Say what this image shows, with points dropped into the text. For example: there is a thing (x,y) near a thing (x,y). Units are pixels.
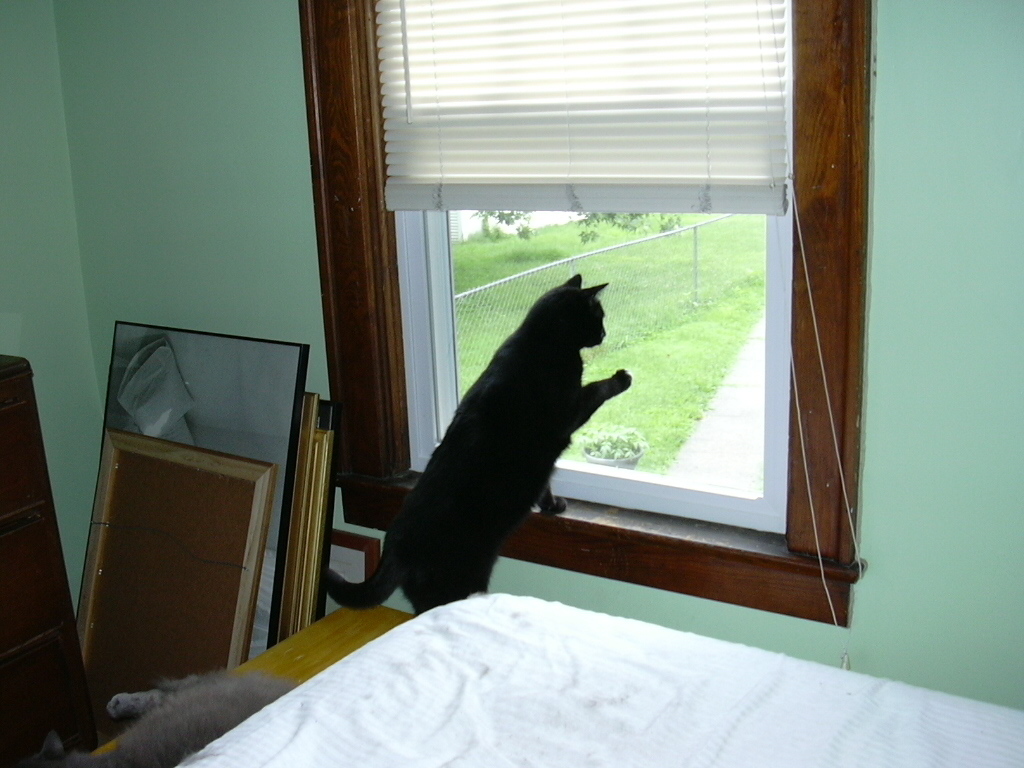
This is a picture of the inside of the house (140,125) in this picture in the center (468,482) there is one cat (459,444) and one bed (484,683) is there, and in the center (439,317) there is one window (785,392) and on the right side (919,156) and left side (140,205) there is a wall (133,193) and some glass sheets (206,425) are there and in the bottom (157,741) there is another cat (187,728).
